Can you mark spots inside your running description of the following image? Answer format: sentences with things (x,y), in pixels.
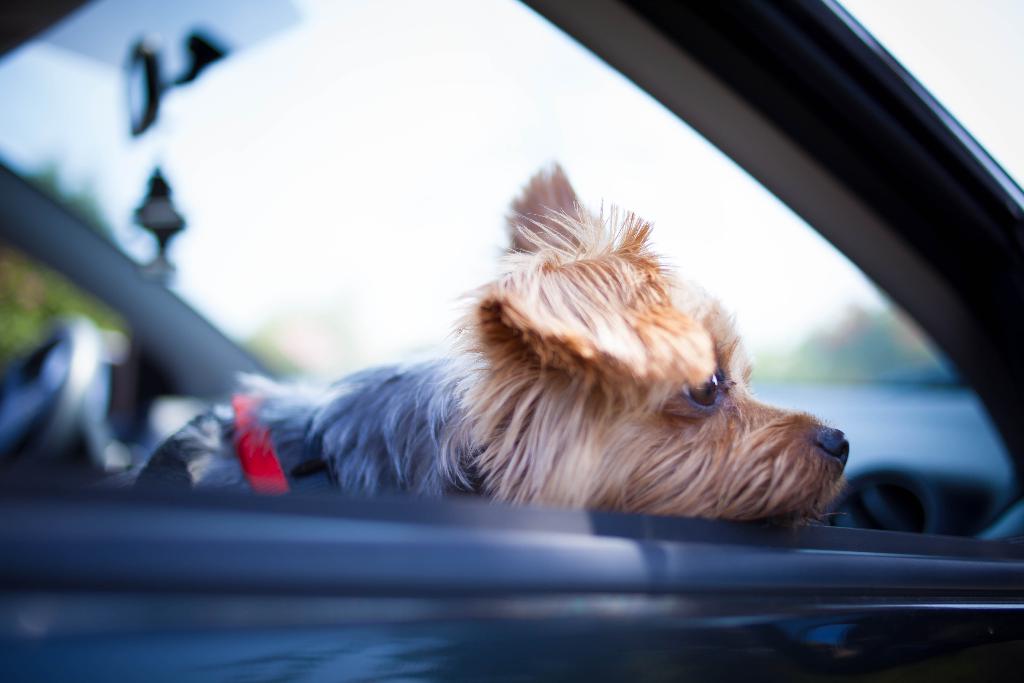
In this image I can see a small puppy (535,438). This looks like a car (967,473). At background (88,448) this looks like a steering wheel (77,361) which is not clear enough.
